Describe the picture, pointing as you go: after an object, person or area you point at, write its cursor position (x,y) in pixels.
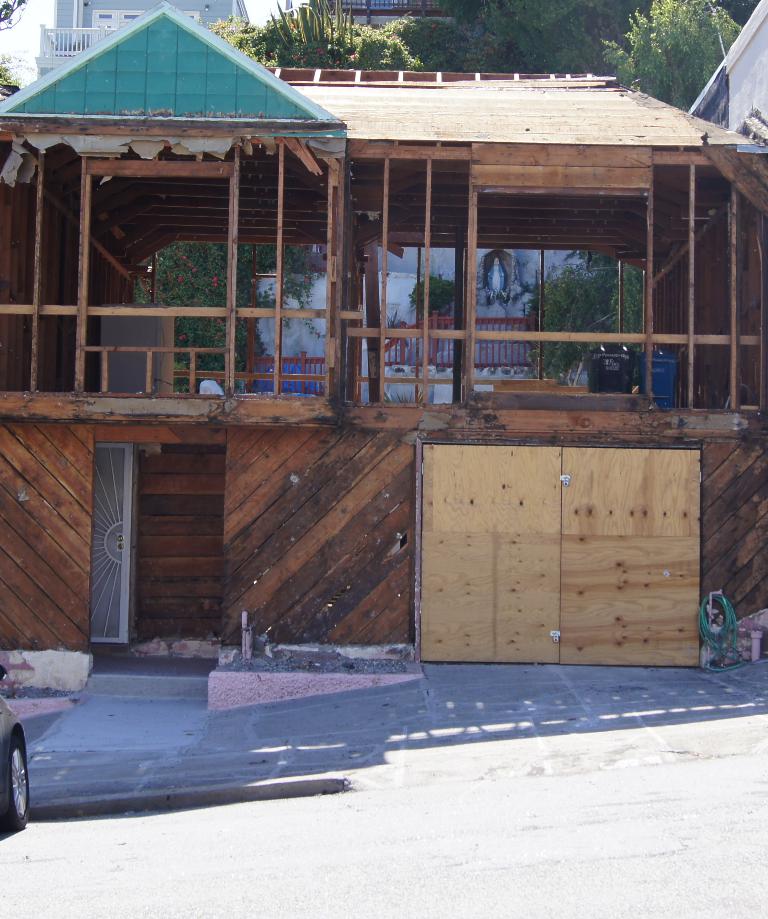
In the picture we can see a wooden house (3,198) with railing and door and near to it, we can see a part of the vehicle wheel (19,813) and behind the house (392,441) we can see some plants (390,54) and the part of the other house (90,16).
